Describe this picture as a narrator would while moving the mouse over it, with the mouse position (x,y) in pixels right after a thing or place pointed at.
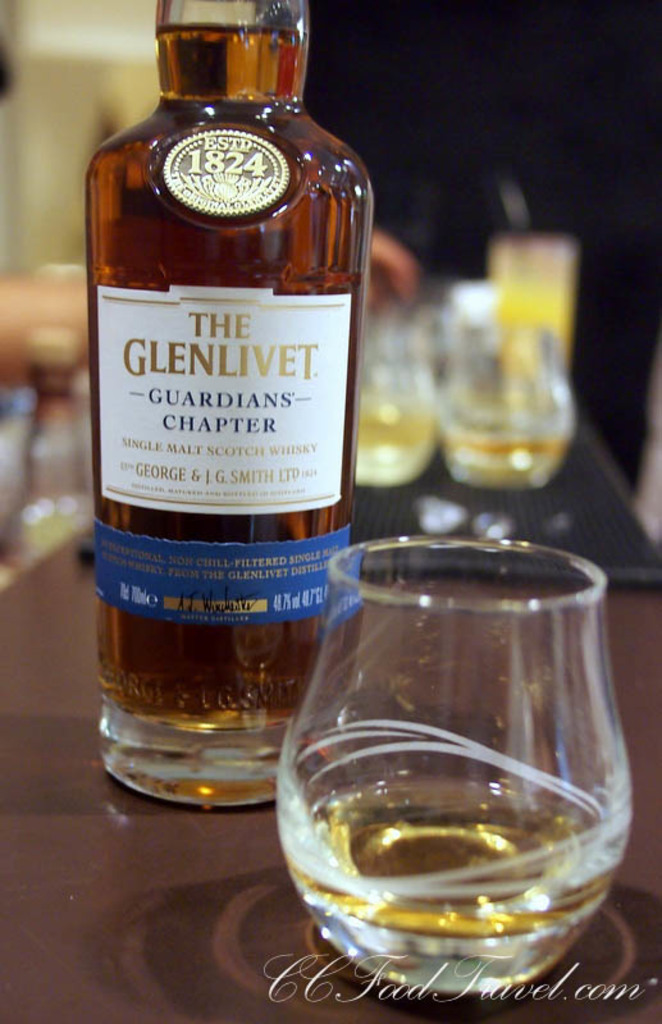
In this image we can see a bottle (175,371) with label (176,386) and drink (181,282) in it and a glass (420,732) placed on the table (272,861). In the background (443,360) we can see few glasses (474,414).
